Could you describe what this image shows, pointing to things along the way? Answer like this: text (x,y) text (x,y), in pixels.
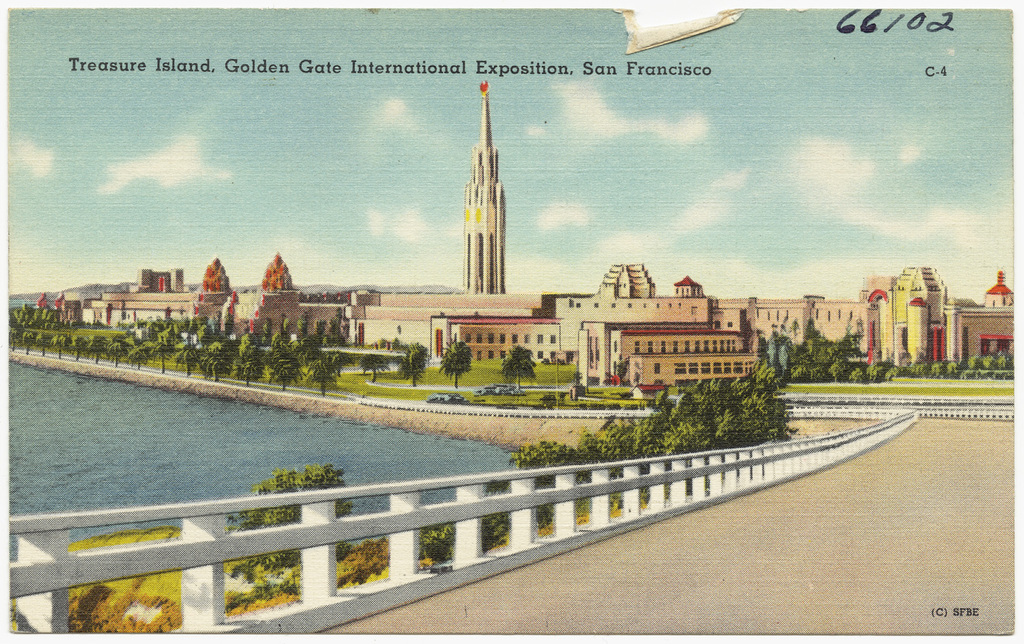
This is an edited image. In the foreground (923,493) we can see the ground (521,581) and the metal fence (489,573) and we can see a water body (23,441), grass (566,398), plants (254,587) and trees (241,338). In the center (562,351) we can see the buildings (684,335) and a tower (497,216). In the background (495,140) there is a sky (862,126). At the top (501,72) there is a text (947,29) on the image.
